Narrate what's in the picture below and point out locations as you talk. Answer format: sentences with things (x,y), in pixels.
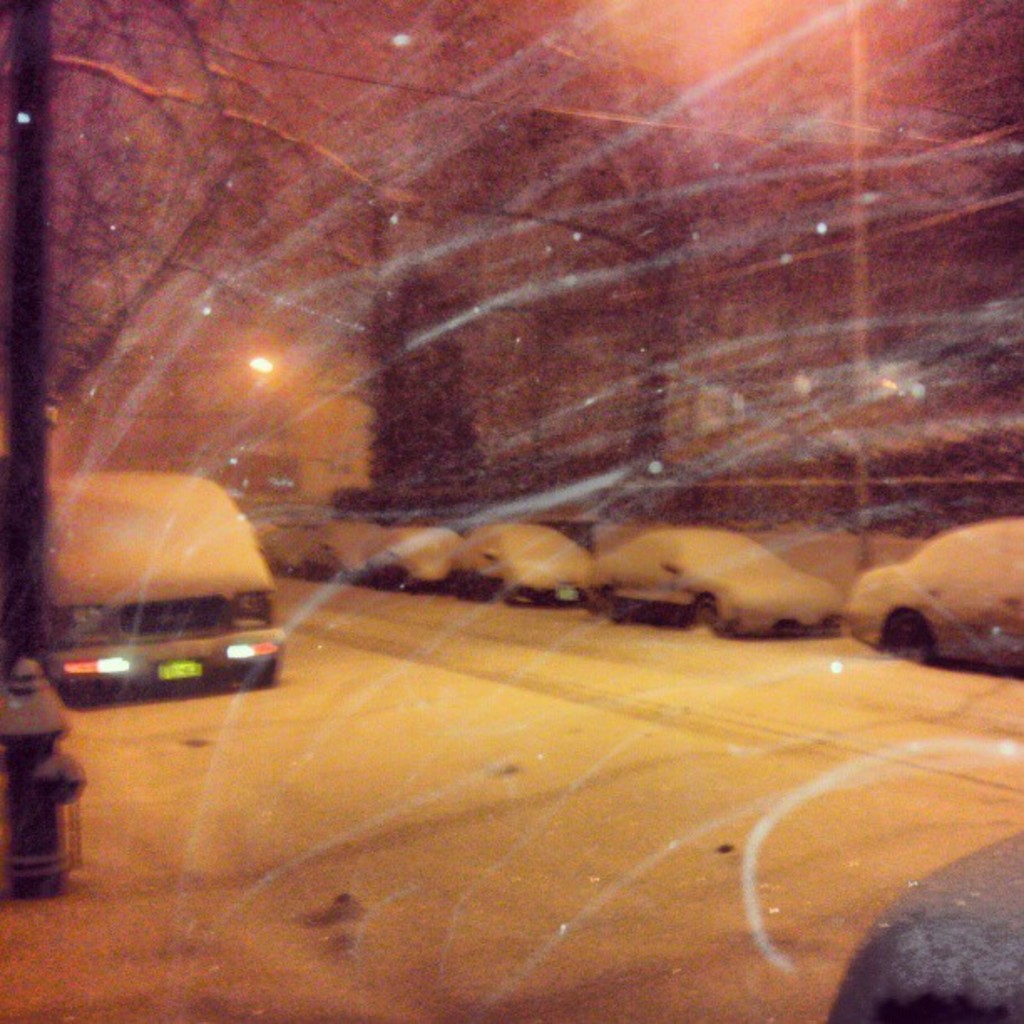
In this image, I can see a building (487,392), light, trees (429,388) through a transparent glass (662,245) and there are cars (352,546) covered with the snow (879,600). On the left side of the image (71,837), I can see a fire hydrant (60,789) and a pole (20,86).
